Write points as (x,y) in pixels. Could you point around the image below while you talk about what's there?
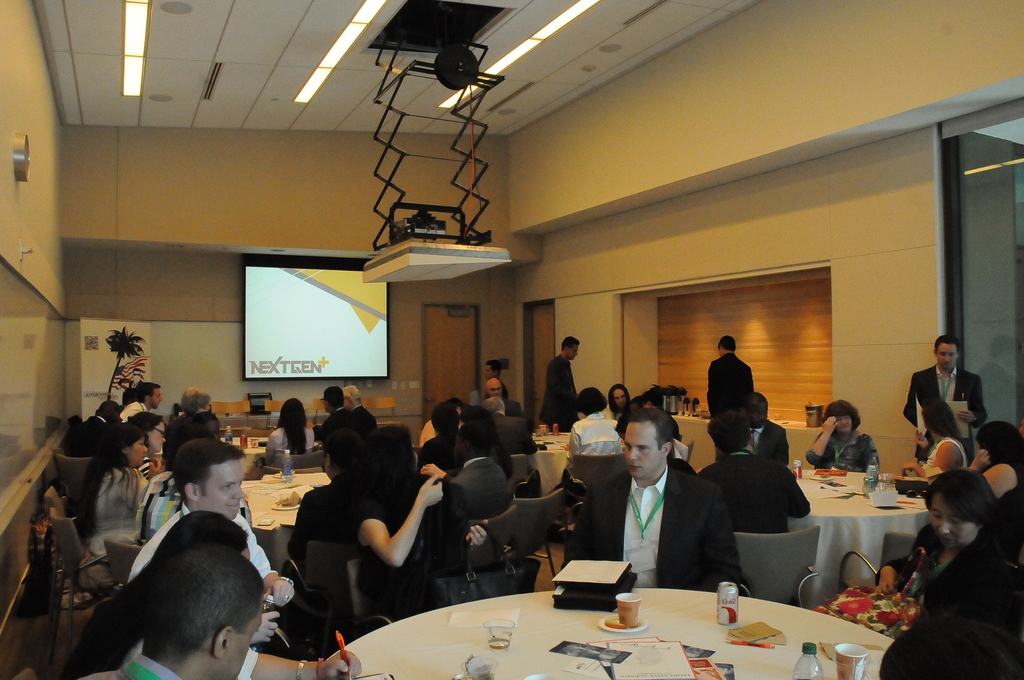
In the image there are many people (471,527) sitting on the chairs (224,410). And also there are tables (531,616) with glasses (849,661), tins (728,598), bottles (805,653), papers (688,649) and a few other items (608,604). There are few men (961,377) standing. In the background (277,319) there is a screen (374,340) and also there is a poster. There is a projector (418,233) hanging from the top of the roof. On the roof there are lights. On the left side of the image (11,344) there is a glass (2,395). And on the right side of the image (1001,238) there is a door (992,219).
